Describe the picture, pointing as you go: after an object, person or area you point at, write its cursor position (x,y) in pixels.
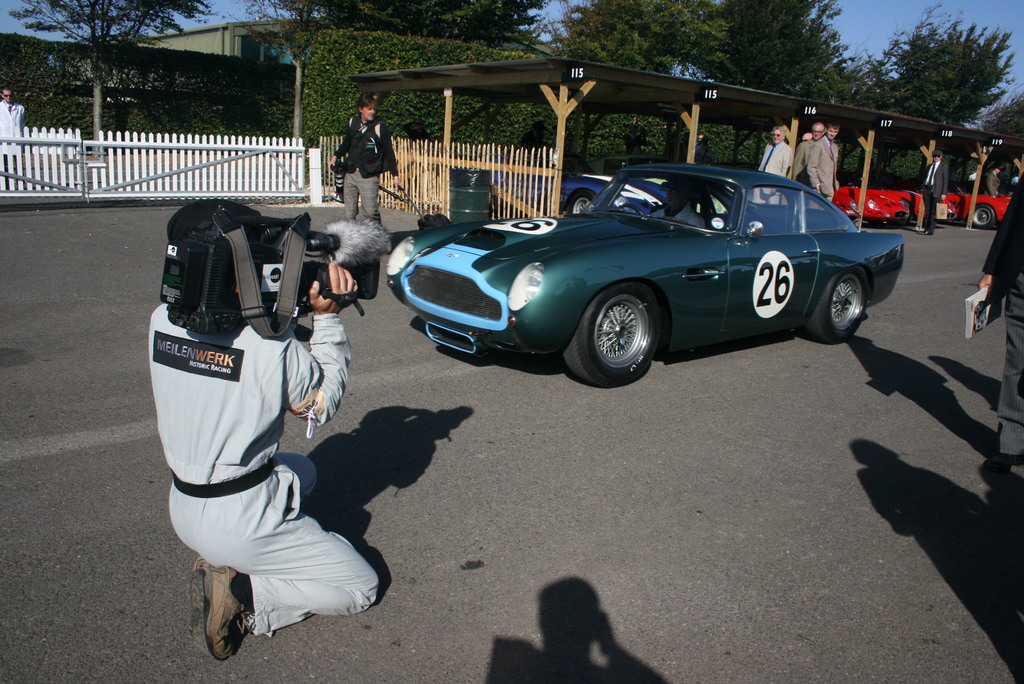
This picture shows a man (271,339) holding a video camera (311,280) in his hand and we see a car (729,309) on the road (547,382) and few people (368,105) are standing. we see a man (1016,344) holding a book (974,311) in his hand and we see trees (835,54) buildings (180,45) and a wooden fence (198,165) and few cars (901,200) parked and a blue sky (864,23).
